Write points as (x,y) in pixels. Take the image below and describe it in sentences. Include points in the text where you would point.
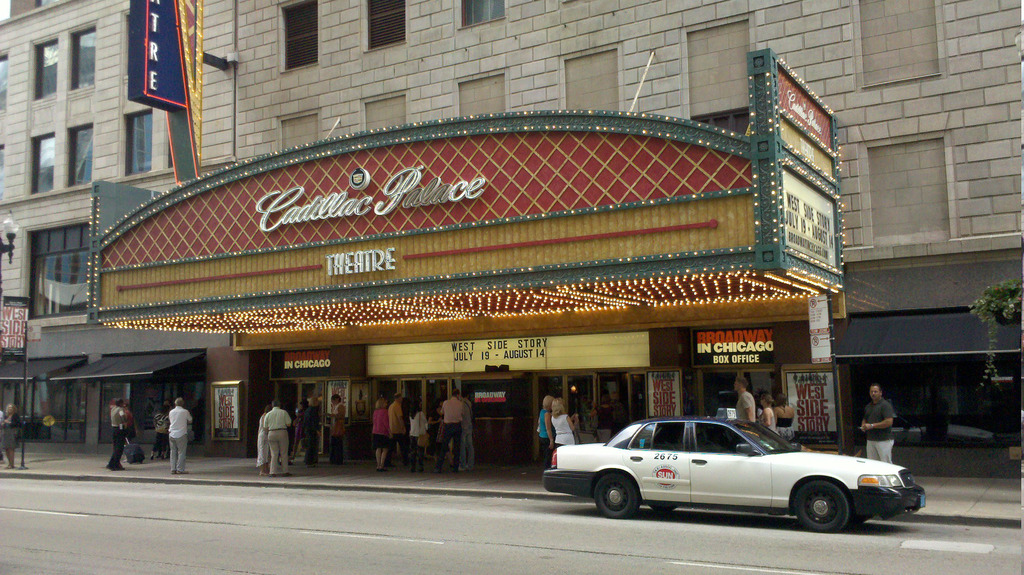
In this picture, we can see a few people (555,431), road (453,522), vehicle (610,512), stores (580,400), boards (445,238) with text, poles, lights (16,228), and plants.
